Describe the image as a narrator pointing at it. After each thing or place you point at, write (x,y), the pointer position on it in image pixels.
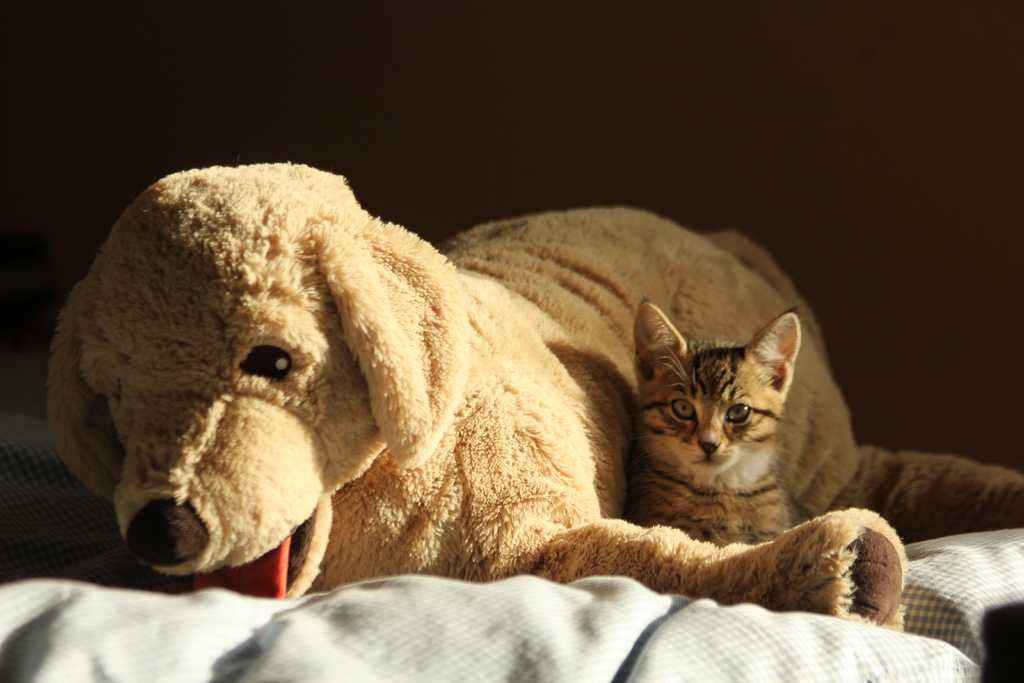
In the foreground (595,207) I can see a toy dog (431,532) and a cat (648,498) is sitting on the bed (543,623). The background (908,266) is very dark in color. This image is taken in a room (612,81).
